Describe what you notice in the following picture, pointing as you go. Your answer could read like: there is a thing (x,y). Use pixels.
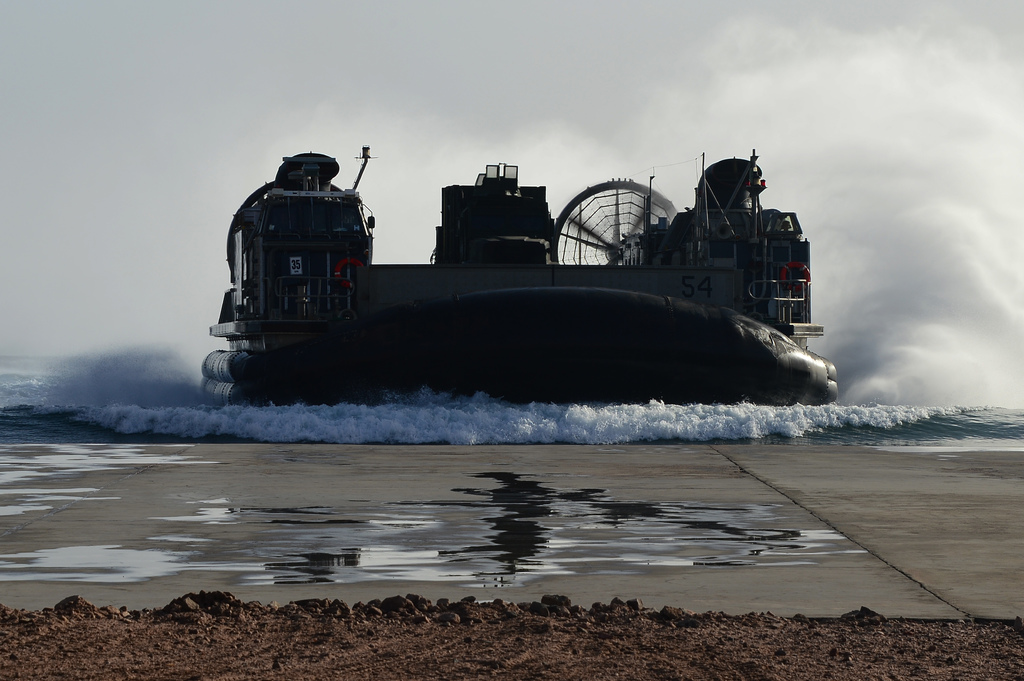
In this image we can see a hover boat (379,315) in the water (636,404). We can also see the floor (594,467), some stones (512,611) and the sky (232,96) which looks cloudy.
